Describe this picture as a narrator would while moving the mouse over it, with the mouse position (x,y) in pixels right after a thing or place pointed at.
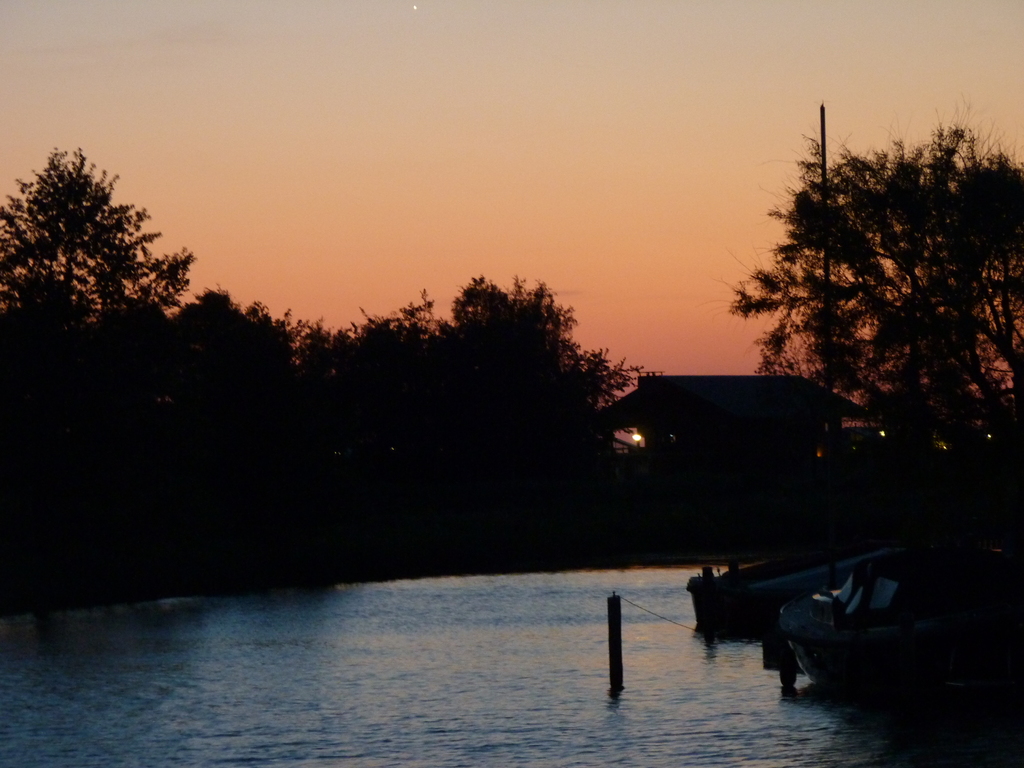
In the image there is a water surface (674,720) and on the right side (806,568) there are boats (754,568), around the water surface (336,686) there are a lot of trees (477,385).
